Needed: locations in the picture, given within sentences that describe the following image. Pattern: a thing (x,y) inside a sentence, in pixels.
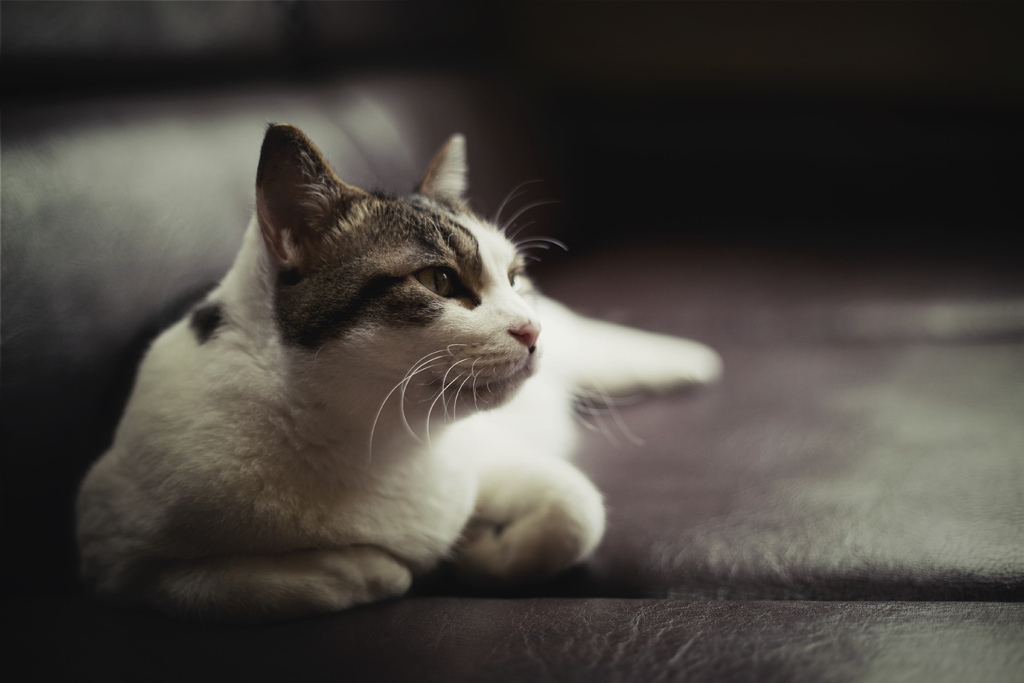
In this image I can see a cat (284,471) sitting on the sofa (637,530) and the cat (444,486) is in white and brown color, and I can see blurred background (748,147).
